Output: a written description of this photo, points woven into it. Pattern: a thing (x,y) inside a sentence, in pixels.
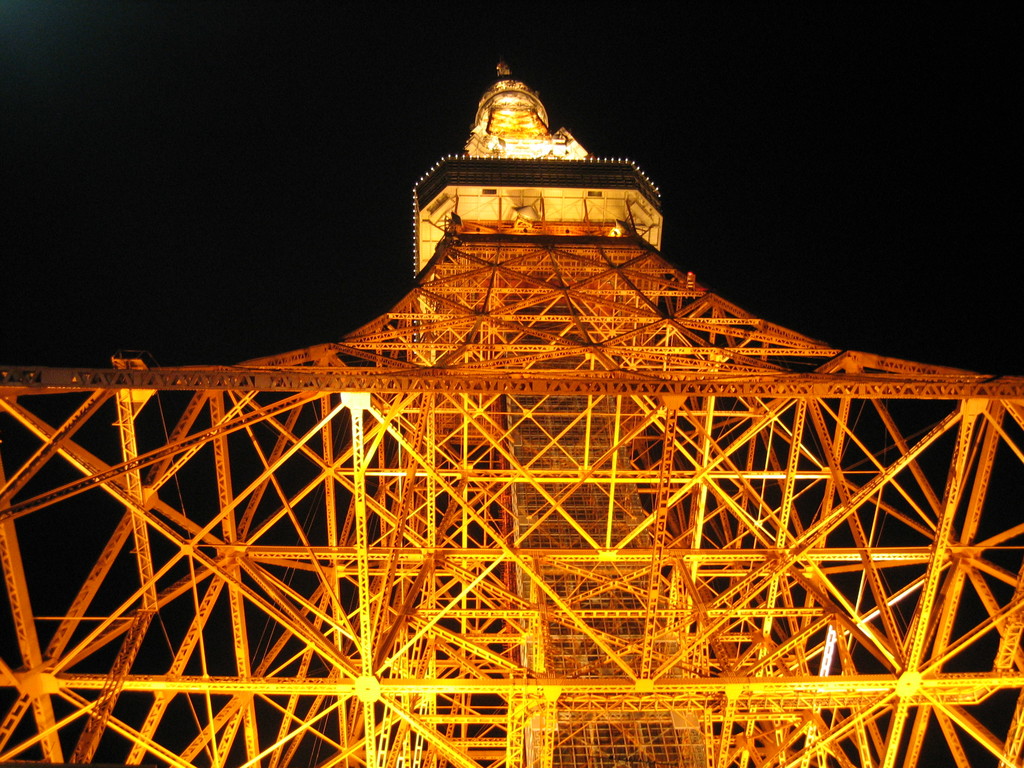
In the center of the image (429,368) there is a tower (404,540). In the background (641,62) we can see sky (345,86).
